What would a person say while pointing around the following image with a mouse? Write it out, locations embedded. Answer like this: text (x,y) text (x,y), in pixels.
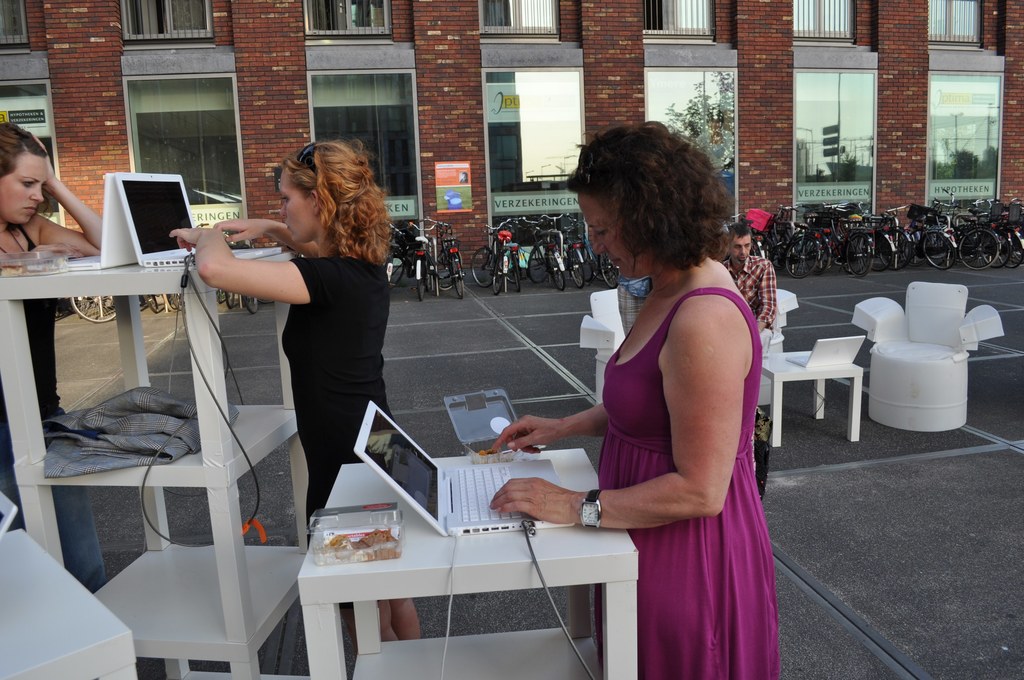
In this image there are group of persons (327,368) who are doing their work and at the background of the image (926,124) there are cycles (578,238) and building (556,142).
